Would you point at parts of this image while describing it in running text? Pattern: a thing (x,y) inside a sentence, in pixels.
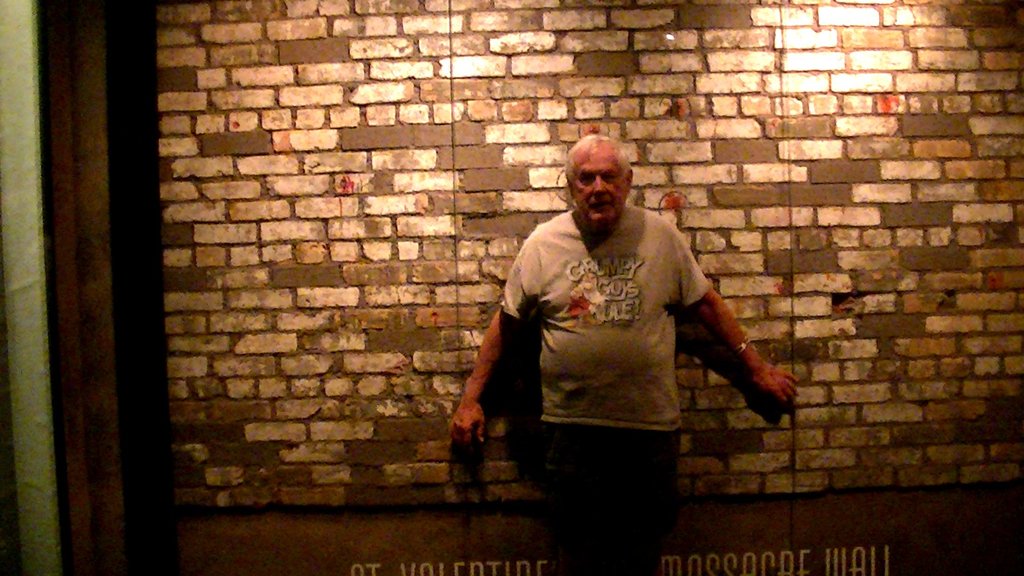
In this image I can see a man (672,287) standing in front of the wall (876,44), on the wall (338,533) I can see a light focus (803,78).
